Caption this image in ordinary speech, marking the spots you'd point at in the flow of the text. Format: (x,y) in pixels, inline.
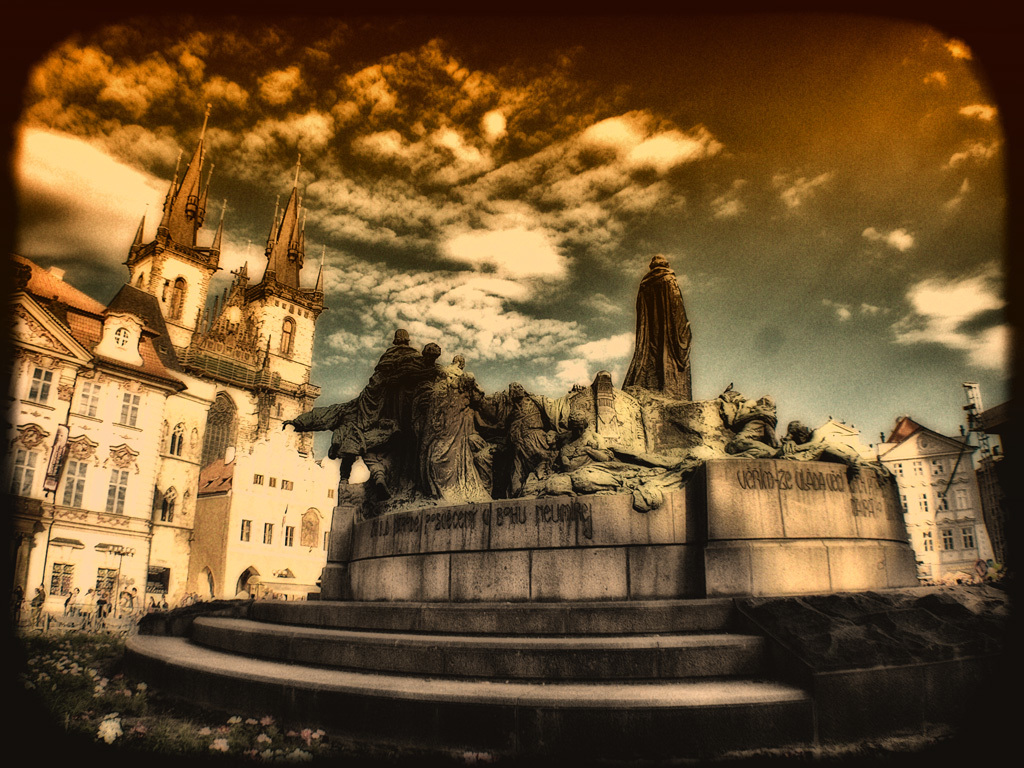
This is an edited image. On the right side (691,459), I can see few statues (586,416) on the wall (573,552). At the bottom (562,676) there are some stairs (411,651). In the background (161,320), I can see few buildings (221,342). At the top (581,170) I can see the sky (568,120).
